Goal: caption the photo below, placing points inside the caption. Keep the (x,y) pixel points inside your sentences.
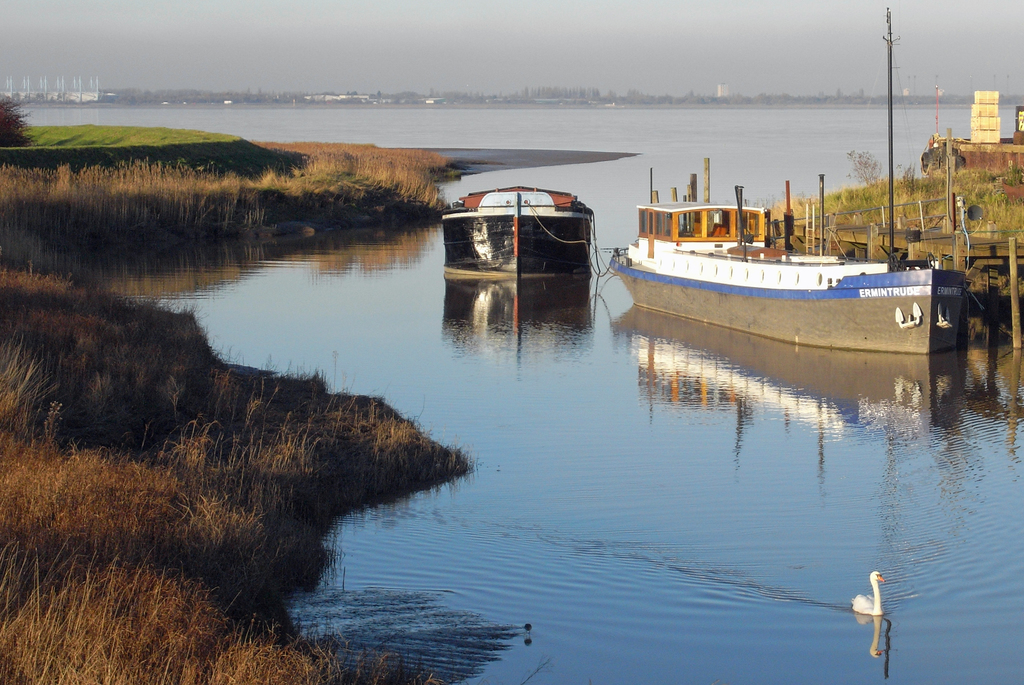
In the center of the image (500,254) we can see boats (534,254) on the water (564,389). On the right side of the image (932,193) we can see deck (912,246), grass (929,207). On the left side of the image (244,217) we can see grass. In the background (15,118) we can see buildings (45,97), trees (502,99) and sky (423,40).
